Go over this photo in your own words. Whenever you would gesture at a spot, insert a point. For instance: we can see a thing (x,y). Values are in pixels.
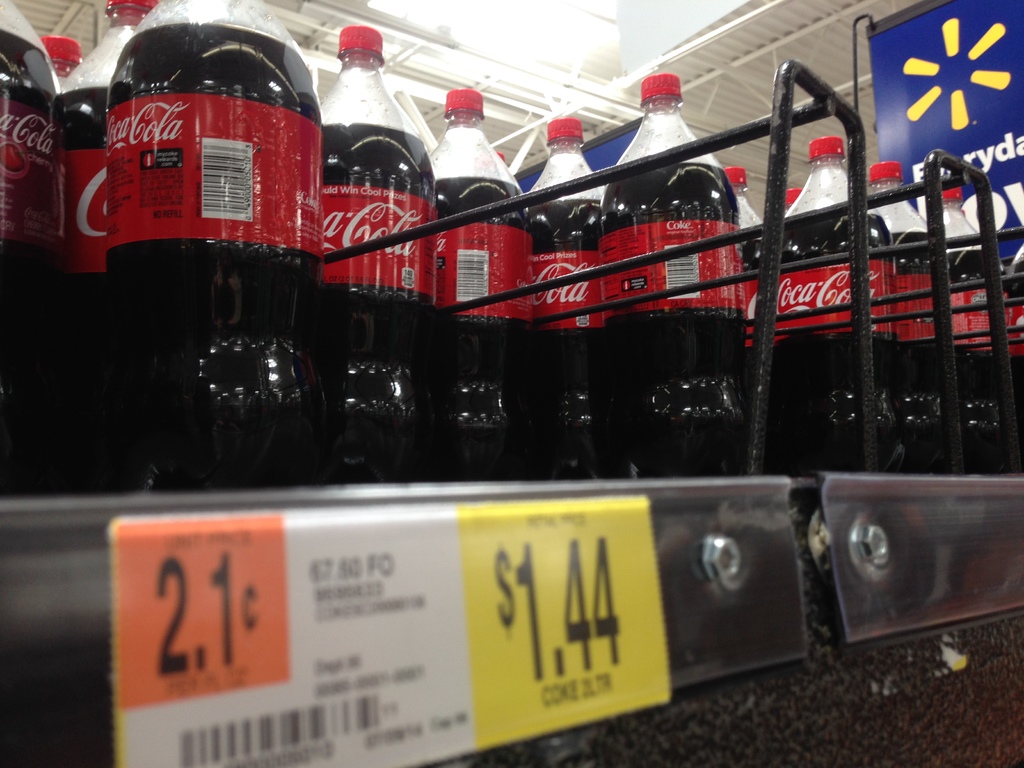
In this picture we can see coca cola bottles (523,228) in racks (19,548). Towards left (202,640) there is a price tag (515,576). At the top (533,45) there are lights (540,46) and ceiling (433,82). On the right (1002,74) there is a banner (927,104).
